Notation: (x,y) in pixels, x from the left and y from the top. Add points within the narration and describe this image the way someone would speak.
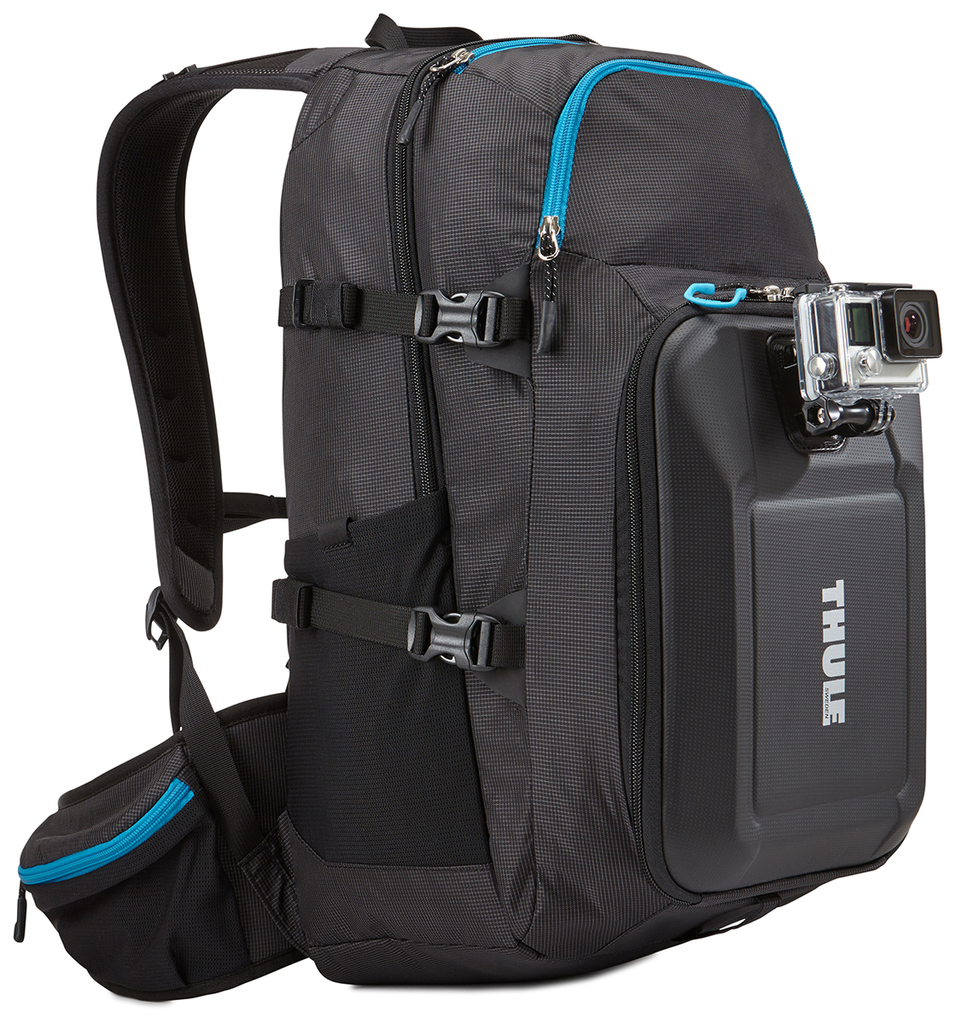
In this image we can see a bag (426,523) which is in black color and a camera (862,359) holding to it.
